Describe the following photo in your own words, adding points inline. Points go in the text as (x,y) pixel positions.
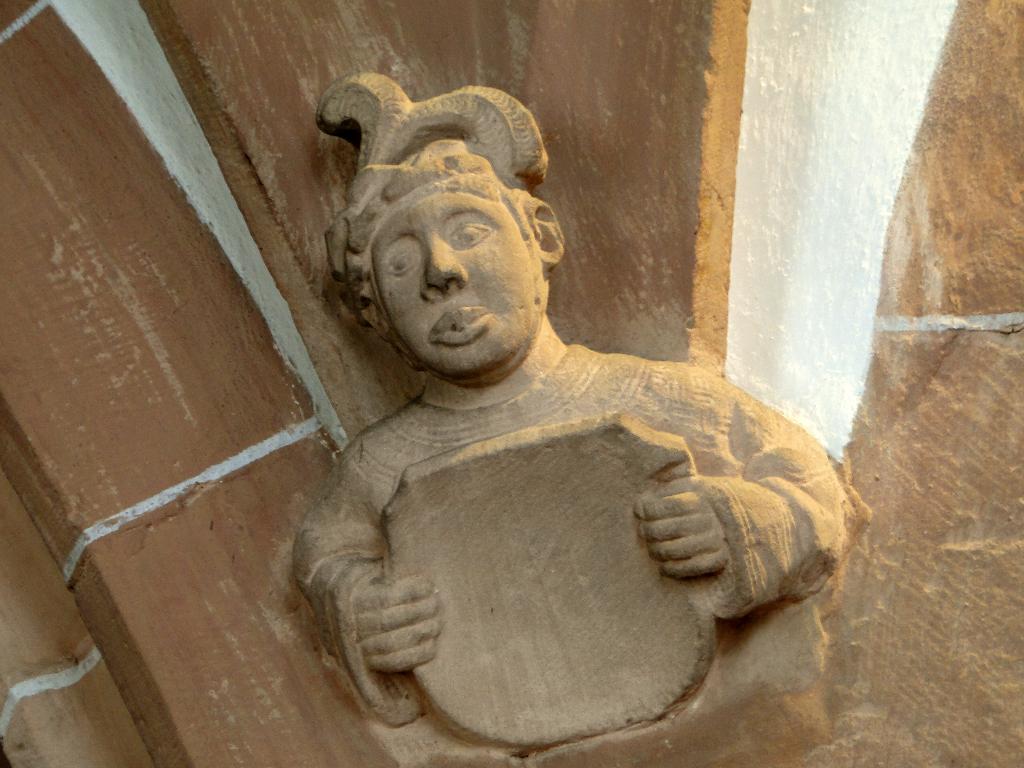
In this picture I can see a sculpture (556,454) of a person (368,627) holding an object (497,666).
